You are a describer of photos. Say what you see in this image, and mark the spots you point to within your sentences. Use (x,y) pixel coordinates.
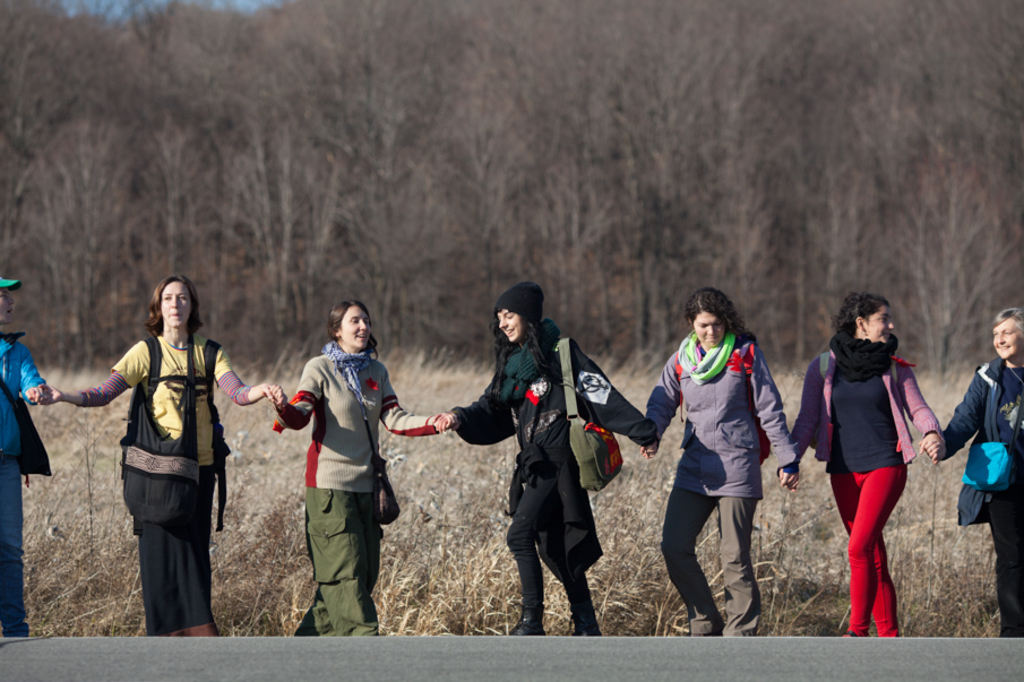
There are seven women (733,473) standing and holding each other hands (273,390). This looks like the dried grass (433,542). In the background (456,322), I can see the trees (361,189). These women (630,408) wore the bags (162,451).
